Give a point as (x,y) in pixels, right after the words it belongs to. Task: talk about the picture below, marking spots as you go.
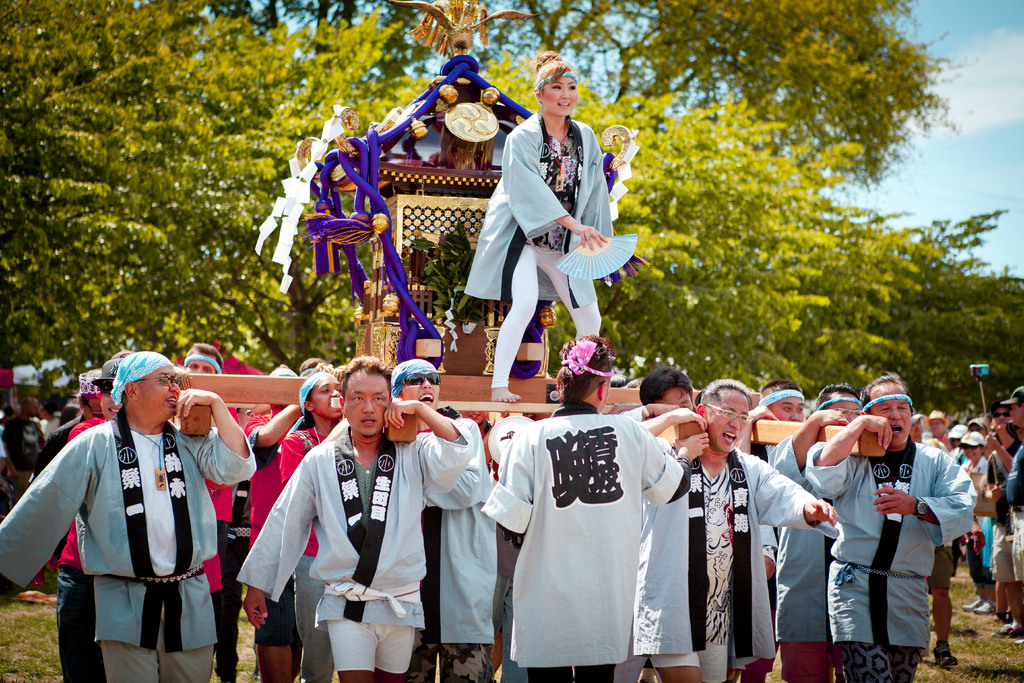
In the foreground (358,359), I can see a group of people (512,460) are holding a wooden object (524,379) in their hand (393,405), on which I can see a woman (523,322) is standing. In the background (996,620), I can see a crowd (1014,599) on the ground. At the top (531,96), I can see trees (673,190) and the sky (926,92). This image taken, maybe during a day.
